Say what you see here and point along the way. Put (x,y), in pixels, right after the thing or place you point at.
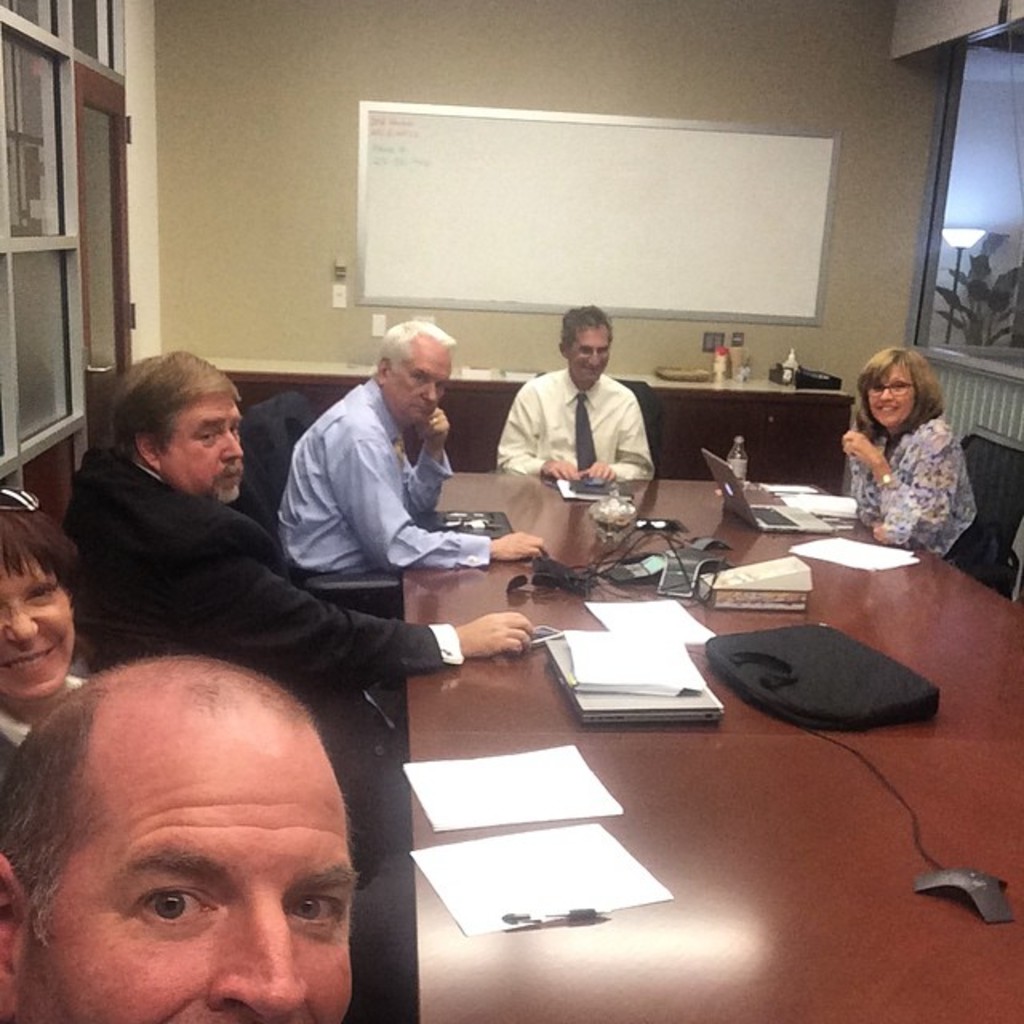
Some people (325,476) are sitting around the table (603,733). On the table (699,852) there are papers (590,782), pen (563,914), bag (807,680), laptop (731,501), wires (591,578), books (732,599) and boxes (763,586). In the background (576,199) there is a board (533,169) and a wall (237,163). On the side there is a shelf (36,286) and a door (99,267). And there is a table (313,374) in the background (706,407).
